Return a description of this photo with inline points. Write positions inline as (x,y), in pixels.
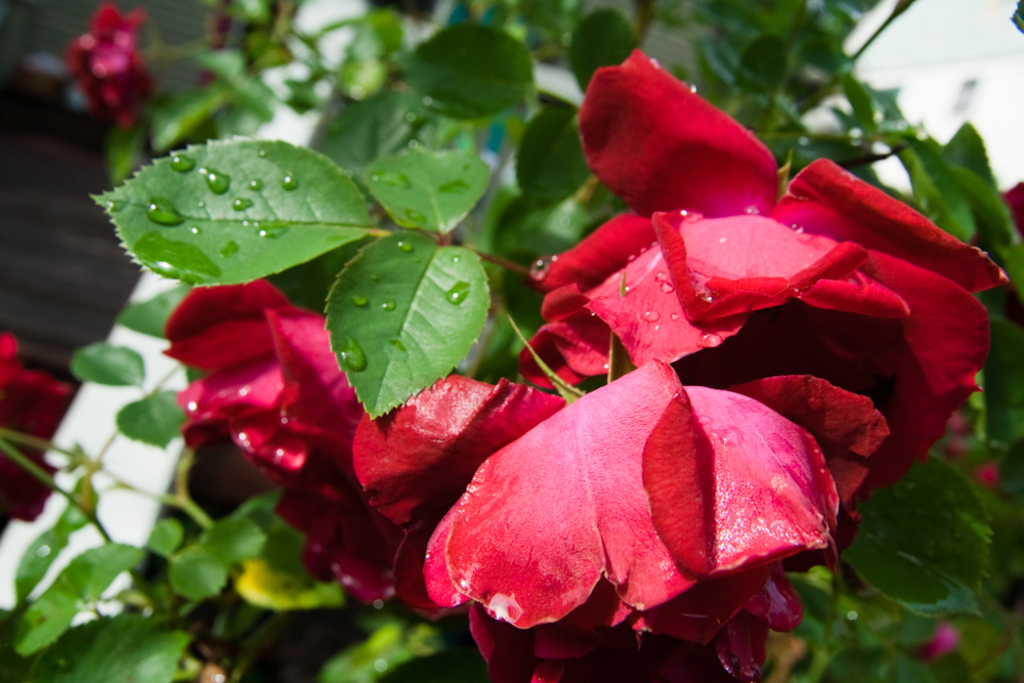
In this picture I can see flowers (553,343) and few leaves (1019,469) and looks like a wall (945,17) at the top right corner (927,100).
